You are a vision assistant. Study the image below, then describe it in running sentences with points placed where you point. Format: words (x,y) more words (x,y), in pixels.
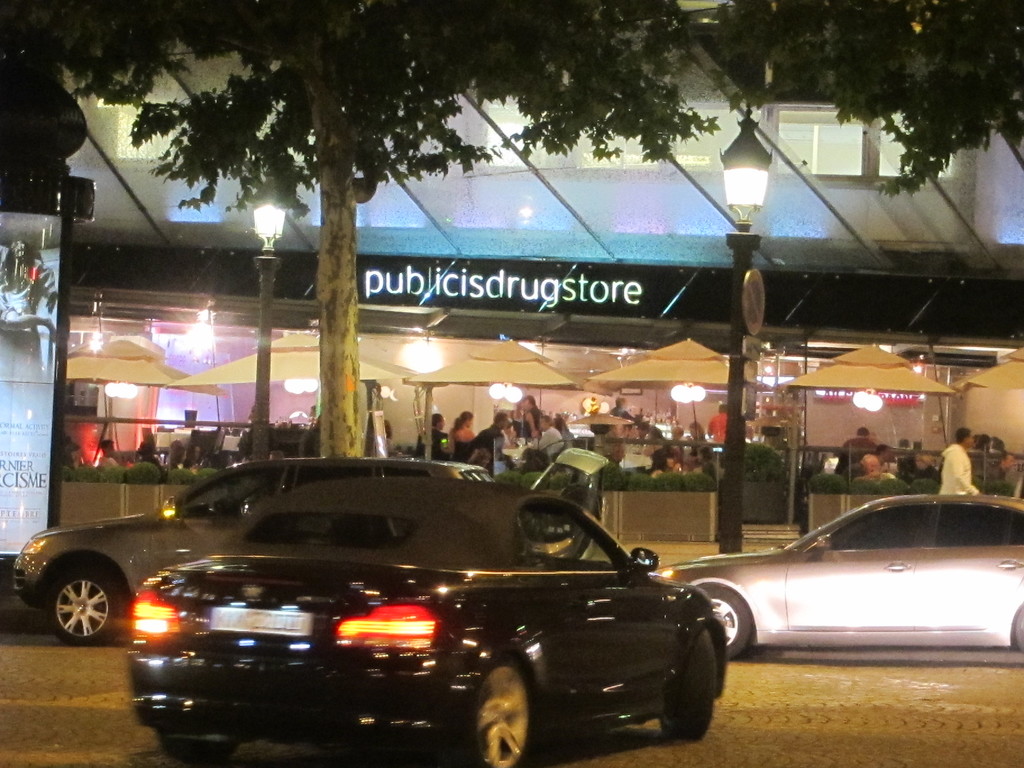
We can see trees (352,84), cars (1013,522), board (1023,296) and lights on poles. In the background (652,284) we can see building (651,195), plant (635,475), lights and people (628,414).
